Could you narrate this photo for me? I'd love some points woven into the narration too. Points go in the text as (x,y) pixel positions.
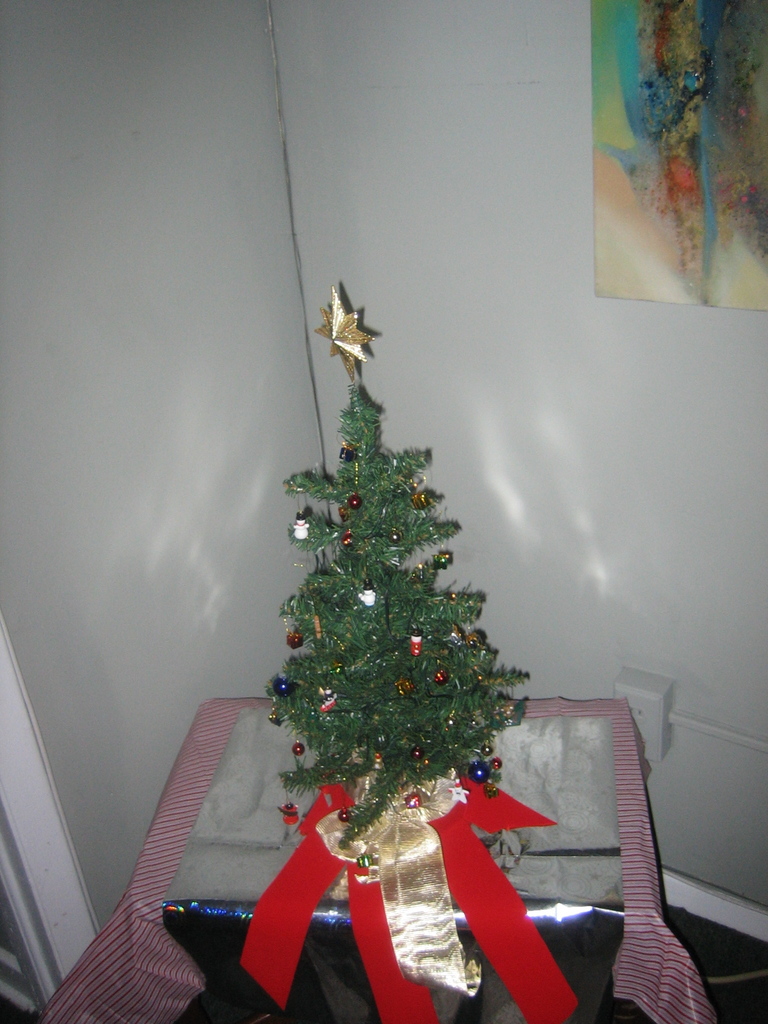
In this image, I can see a christmas tree (418,773) with decorative items (409,794), which is placed on an object (222,912). At the top right side of the image (633,226), I can see a photo frame (643,199) attached to the wall (460,181).
